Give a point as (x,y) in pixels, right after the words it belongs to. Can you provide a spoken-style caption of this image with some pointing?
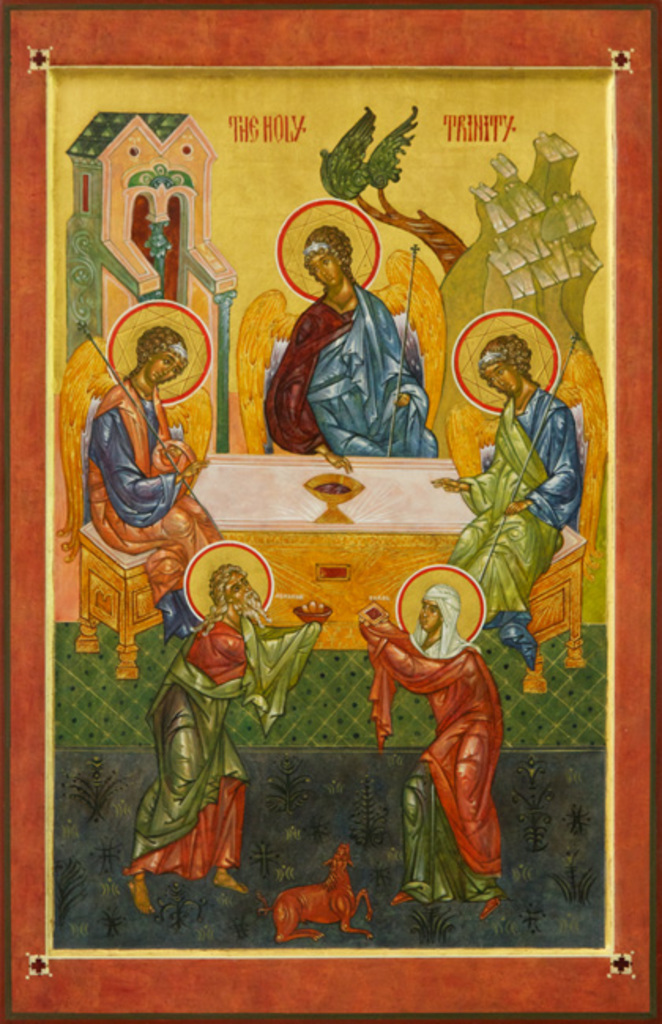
In this image we can see a painting (262,544).
